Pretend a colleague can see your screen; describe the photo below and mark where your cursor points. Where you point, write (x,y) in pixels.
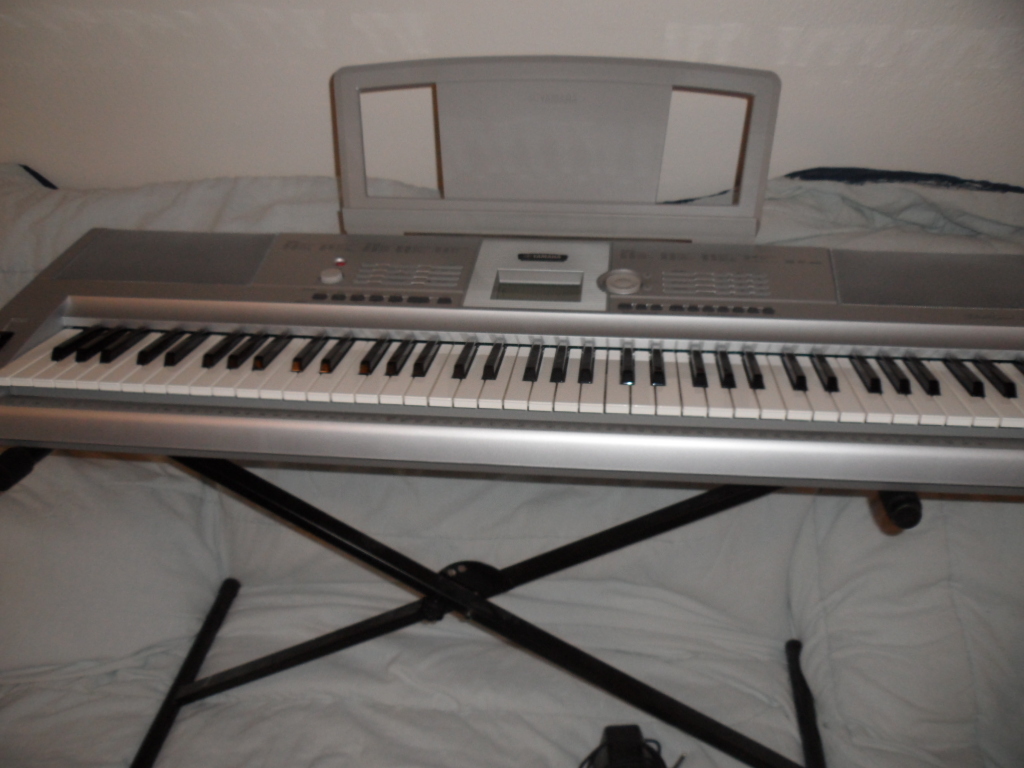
We can see keyboard (212,438) with stand (727,507) on the bed (540,595) and this keyboard (456,434) contain black and white keys (579,394). Behind this bed (269,177) we can see wall (726,42).
